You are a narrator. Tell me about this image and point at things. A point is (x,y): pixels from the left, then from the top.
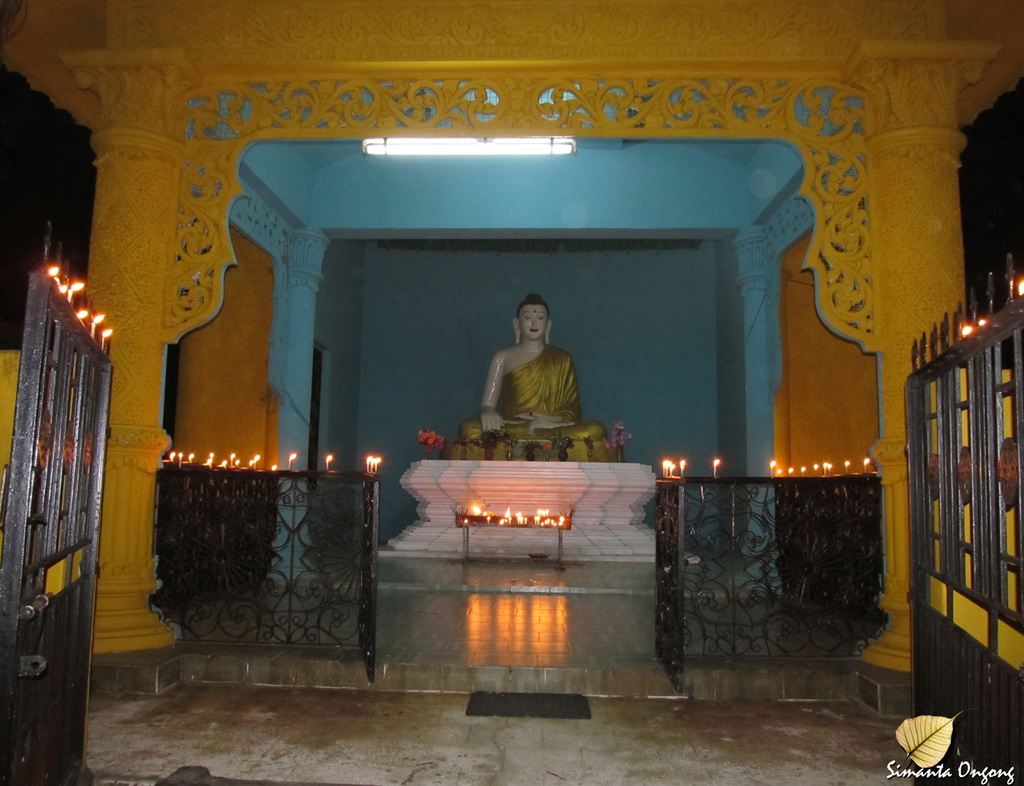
In this image, we can see an arch (476,110) with Lord Buddha statue (564,374) on a white surface (654,483). We can also see the walls (785,424) and a light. We can also see the fencing (848,504), candles (535,521). We can also see the ground (838,704).
